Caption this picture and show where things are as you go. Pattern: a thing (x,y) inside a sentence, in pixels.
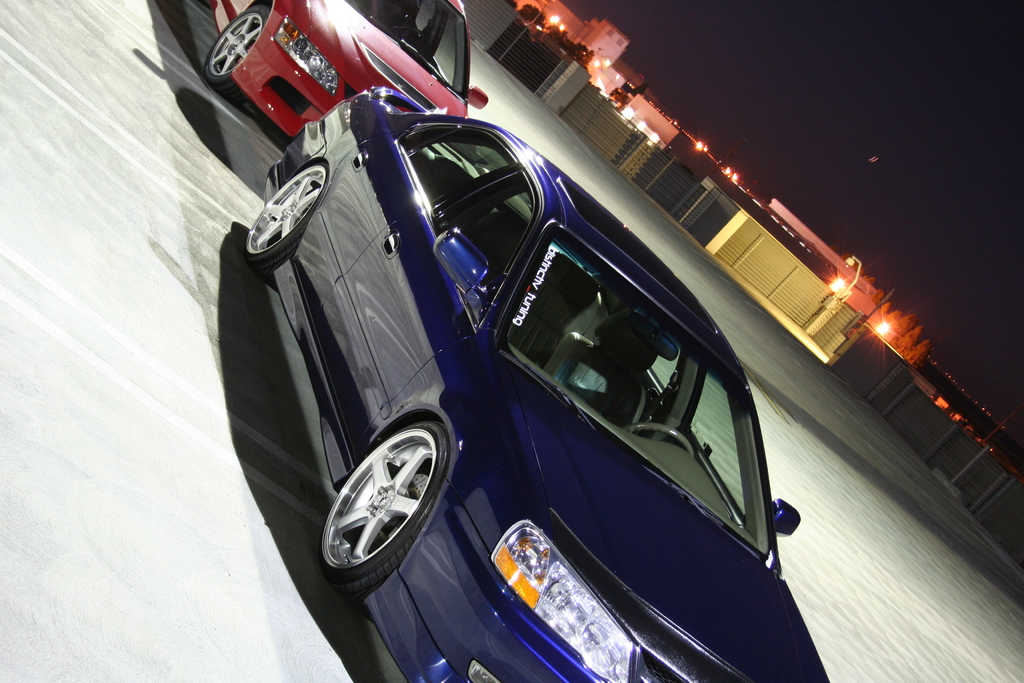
This image consists of cars (474,252) in blue and red color are parked on the road (134,396). In the background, there are buildings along with the lights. And we can see the walls (677,174). At the top (710,151), there is sky (832,197).
